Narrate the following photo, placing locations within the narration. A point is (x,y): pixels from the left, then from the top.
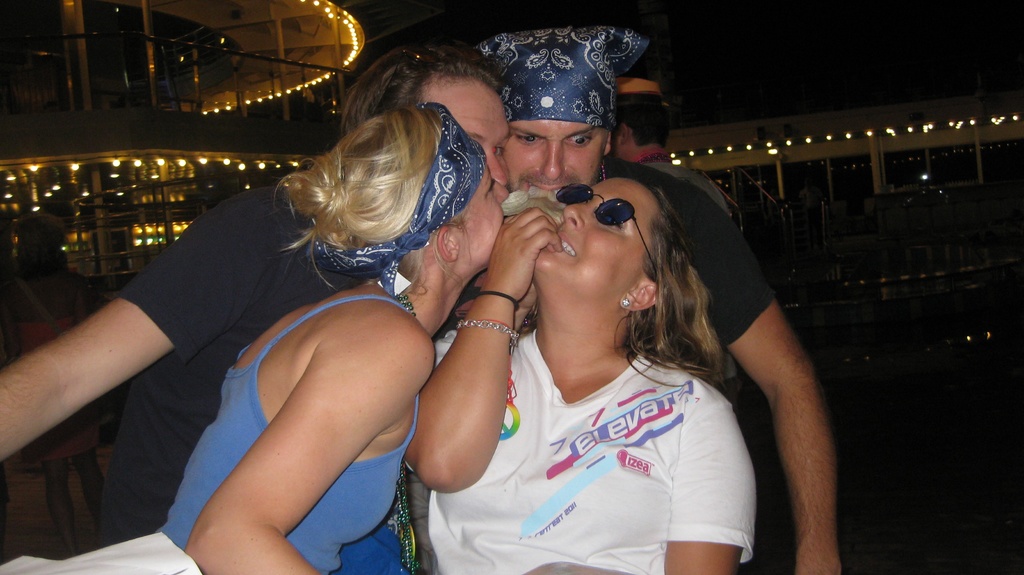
In the middle of the picture (363,271) we can see four persons (540,229). In the background (167,202) we can see a building (876,223), lights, staircase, and few persons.
